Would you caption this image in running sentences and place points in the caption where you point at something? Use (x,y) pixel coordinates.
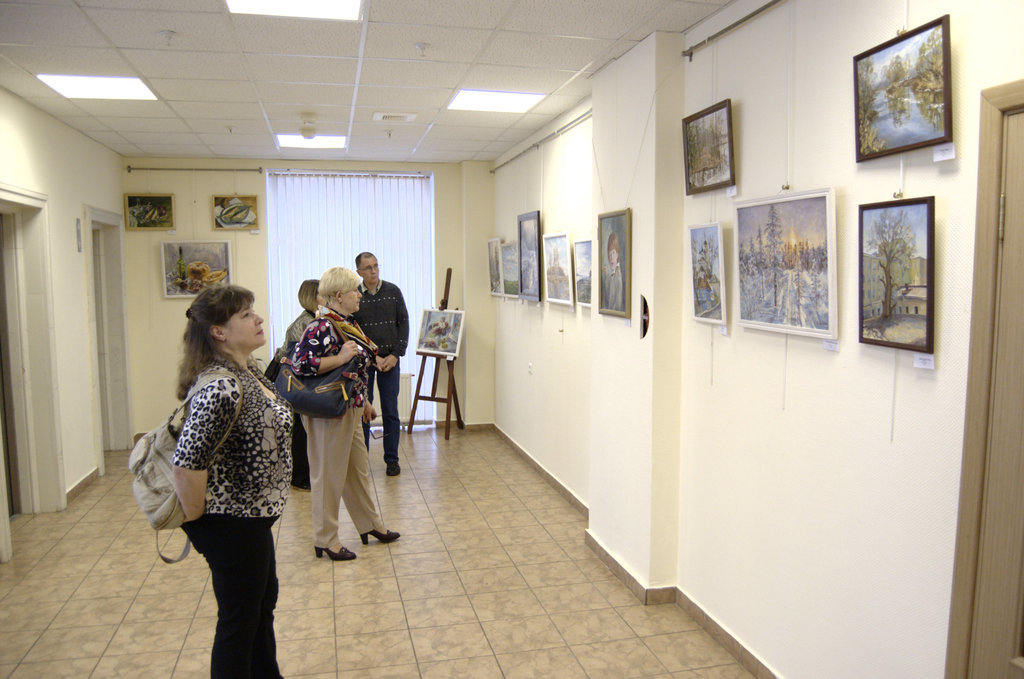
In this image I can see four persons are standing on the floor (365,607) and a wall (615,390) on which wall paintings (723,138) are there and a door (971,464). In the background (360,252) I can see a curtain (343,254). A rooftop (296,129) on which lights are mounted. This image is taken in a hall (298,561).
